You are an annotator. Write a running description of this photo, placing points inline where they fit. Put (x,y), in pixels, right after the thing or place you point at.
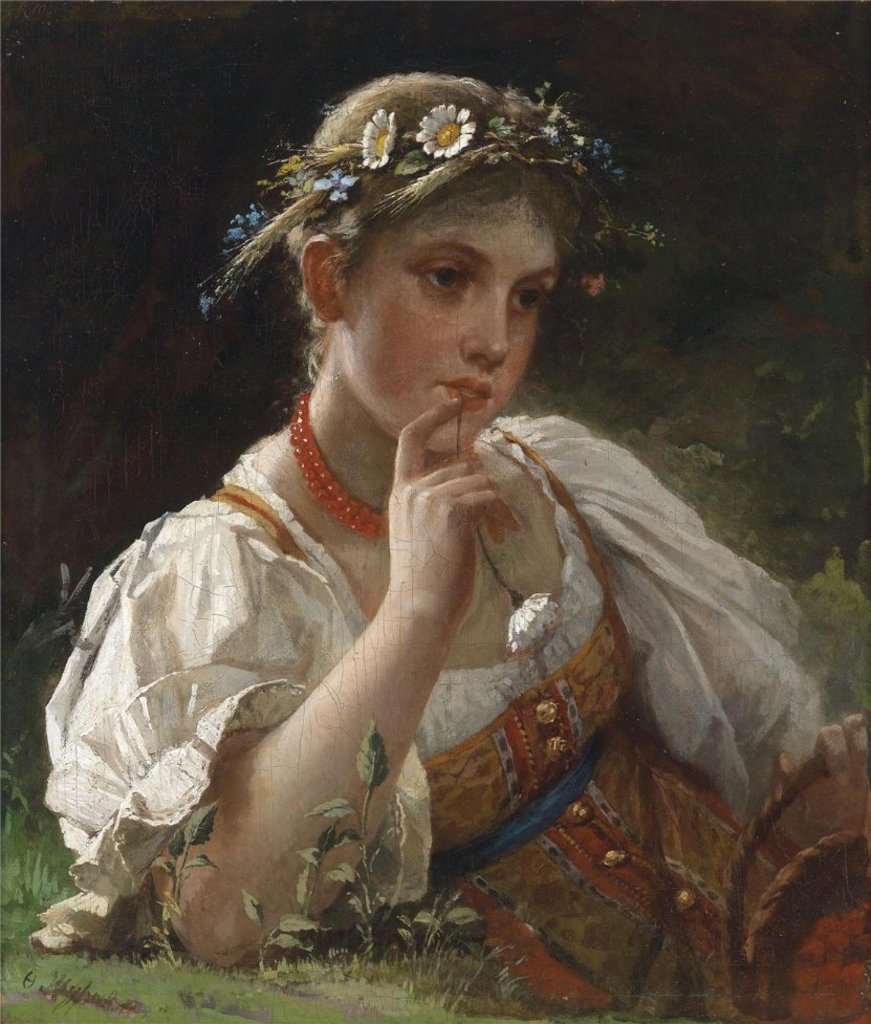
It looks like a painting there is a woman (226,910) laying on the grass (189,971), she is wearing a flower hair band (416,157) and holding a white flower (514,617) in her hand (461,566).
